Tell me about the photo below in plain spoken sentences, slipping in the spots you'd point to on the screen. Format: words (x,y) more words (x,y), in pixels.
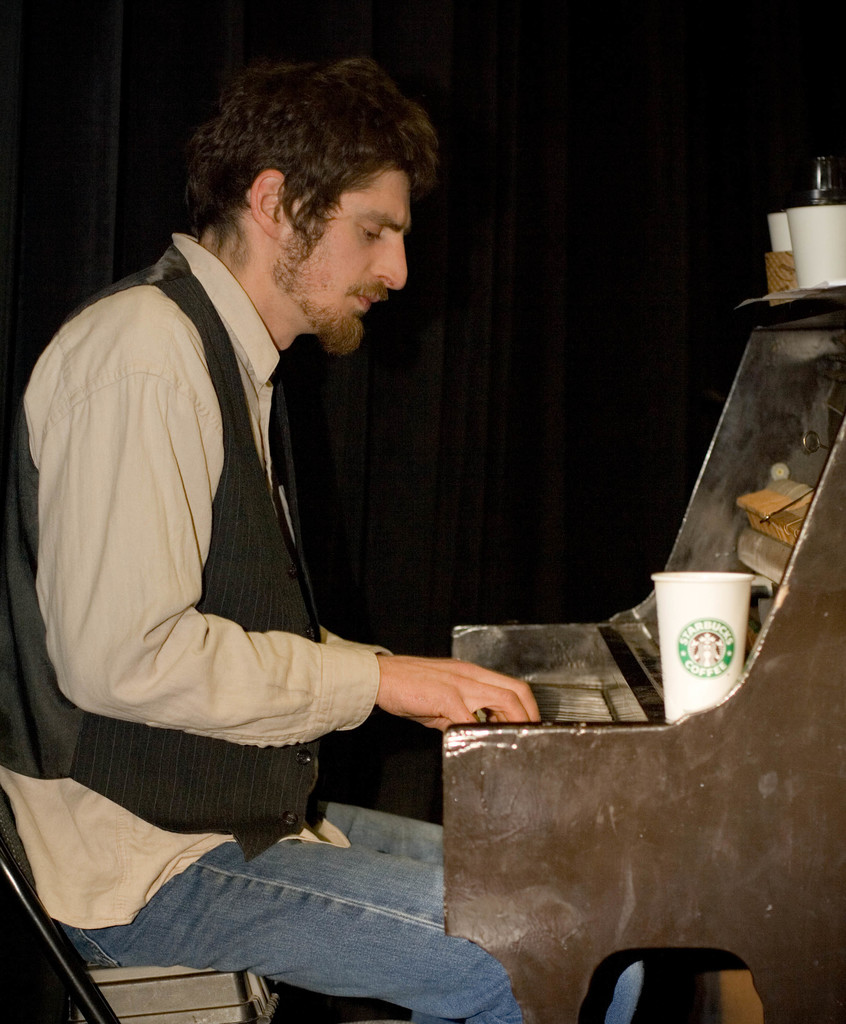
In this image I can see the person (63,696) is sitting on the chair (172,1006). In front (842,665) I can see the musical instrument (677,752) and I can see the cup (684,700) and few objects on it. Background (649,93) is in black color.
